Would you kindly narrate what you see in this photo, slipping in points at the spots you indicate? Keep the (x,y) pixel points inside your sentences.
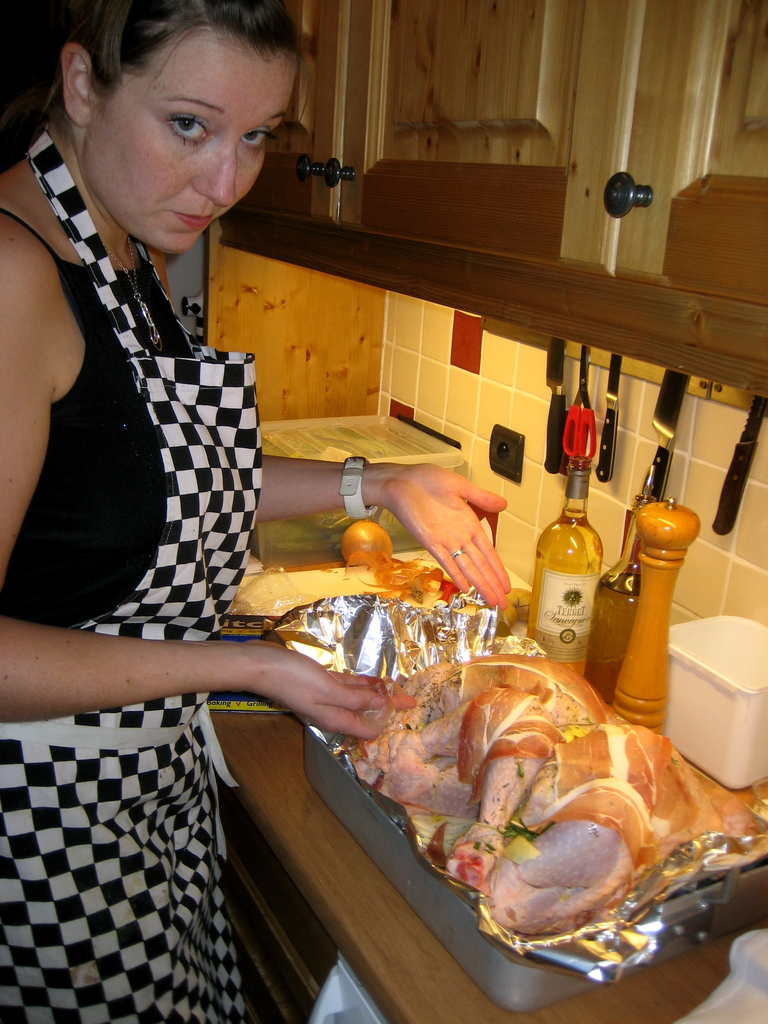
In this image, on the left (246,458) there is a woman (246,458). In the middle (277,372) there are bottles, meat (550,778), boxes (742,744), vessels (342,775), knives (561,378), cupboards (738,174), tiles (595,507), wall (319,333).
